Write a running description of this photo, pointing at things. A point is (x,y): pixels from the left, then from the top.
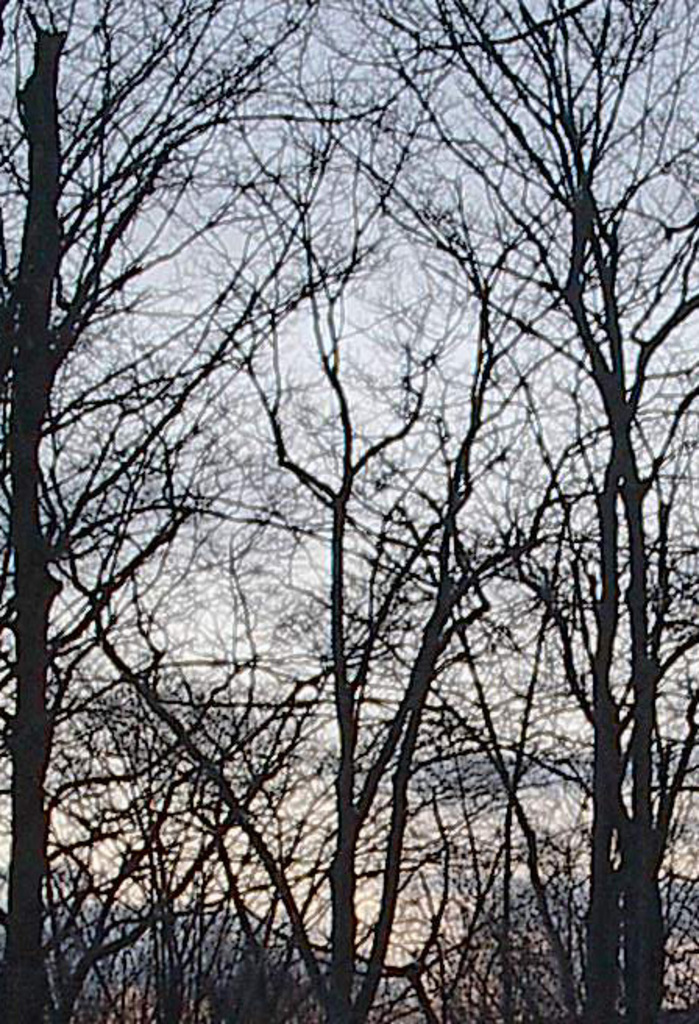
In this image, we can see some trees (589,976) and we can see the sky (341,342).
